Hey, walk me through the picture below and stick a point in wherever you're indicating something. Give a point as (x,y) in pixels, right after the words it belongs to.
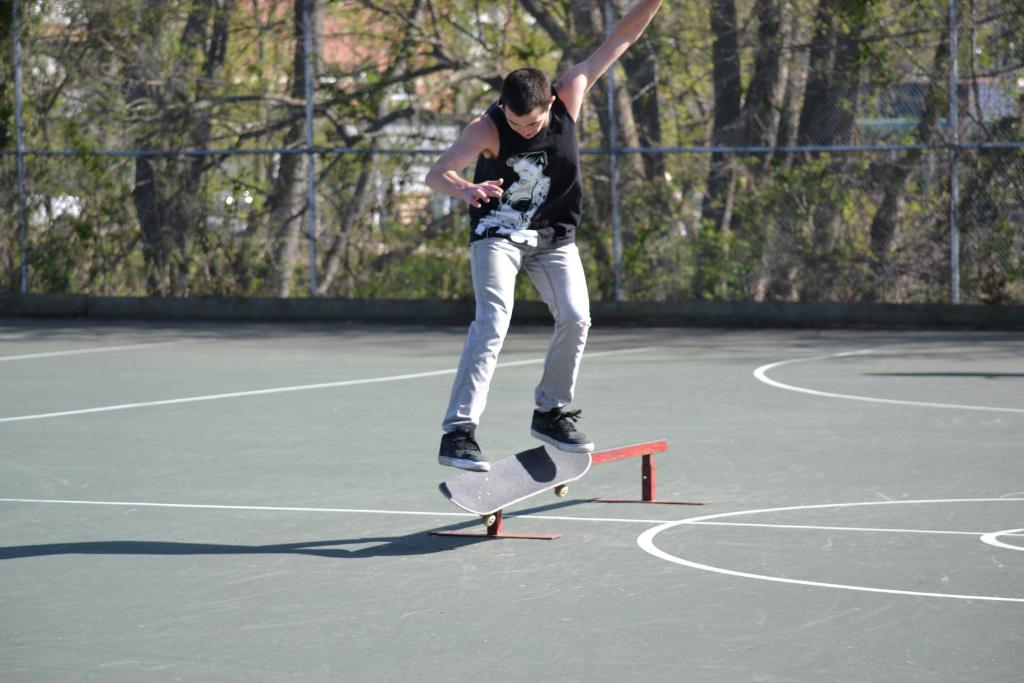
In the picture I can see a man (514,278) is doing skating on skateboard (501,464). The man (528,266) is wearing a black color tank top (528,187), pant (495,339) and shoes (450,438). In the background (689,228) I can see fence (606,198), trees (620,173) and white lines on the ground (490,437).
